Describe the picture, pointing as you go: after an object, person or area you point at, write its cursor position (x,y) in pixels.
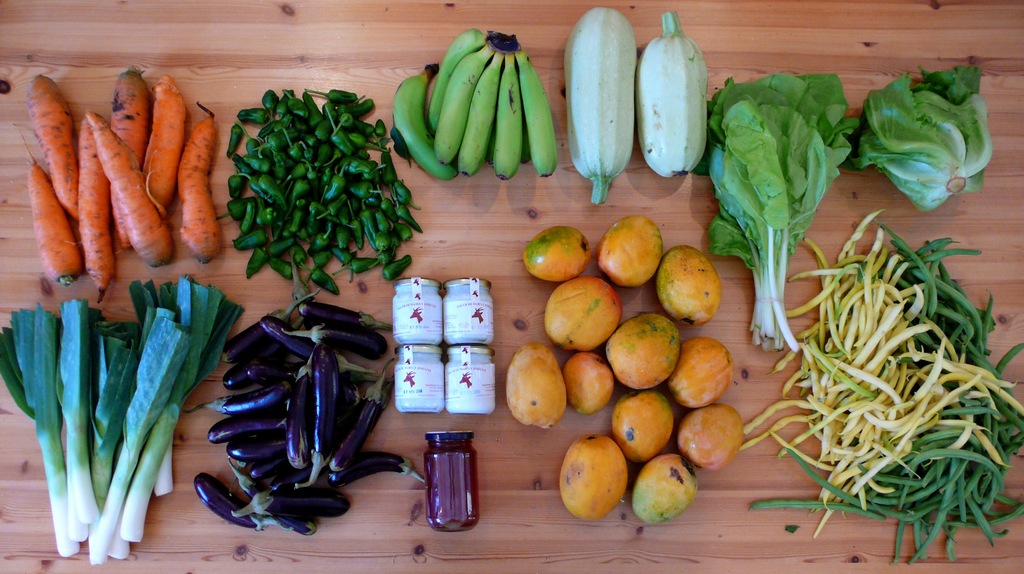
In this image there is a wooden table (338,33). There are fruits (535,250) and vegetables (885,333) on the table (184,32). There are carrots (207,173), raw bananas (501,117), mangoes (676,372), spinach (774,203), lettuce (910,157), beans (918,396) and brinjals (319,431) on the table (380,485). In the center (430,368) there are jars (428,363) on the table (498,513).
